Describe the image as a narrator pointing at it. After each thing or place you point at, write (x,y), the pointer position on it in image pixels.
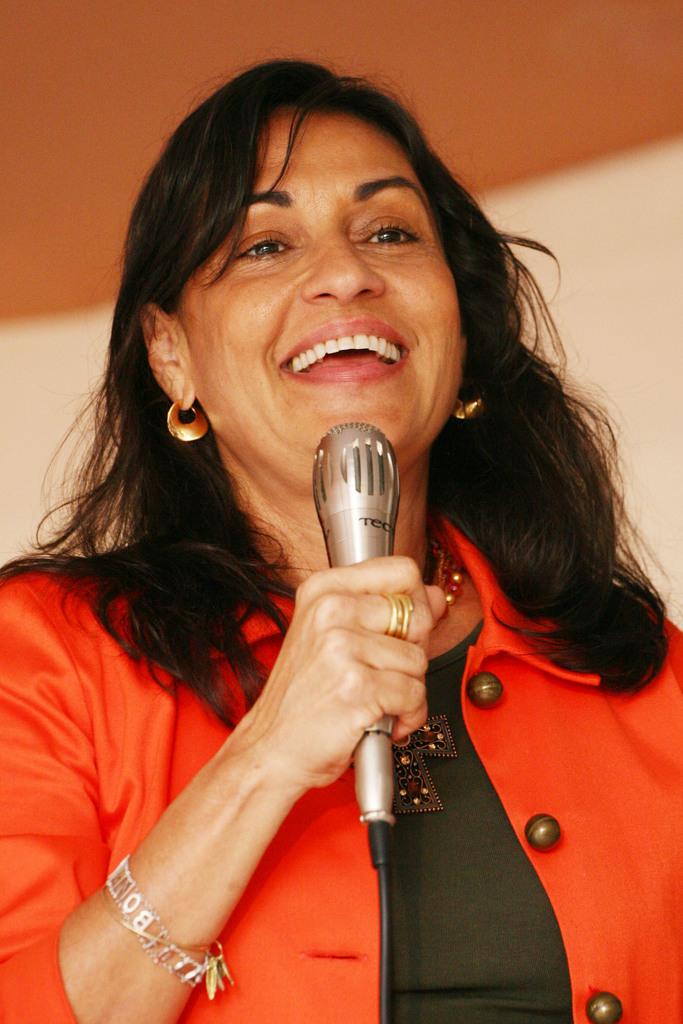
In this image I can see a woman (229,479) is holding a microphone (386,542) in the hand (330,685). The woman (330,659) is smiling. The background of the image (536,122) is blurred. The woman (426,894) is wearing red color clothes (246,908).
